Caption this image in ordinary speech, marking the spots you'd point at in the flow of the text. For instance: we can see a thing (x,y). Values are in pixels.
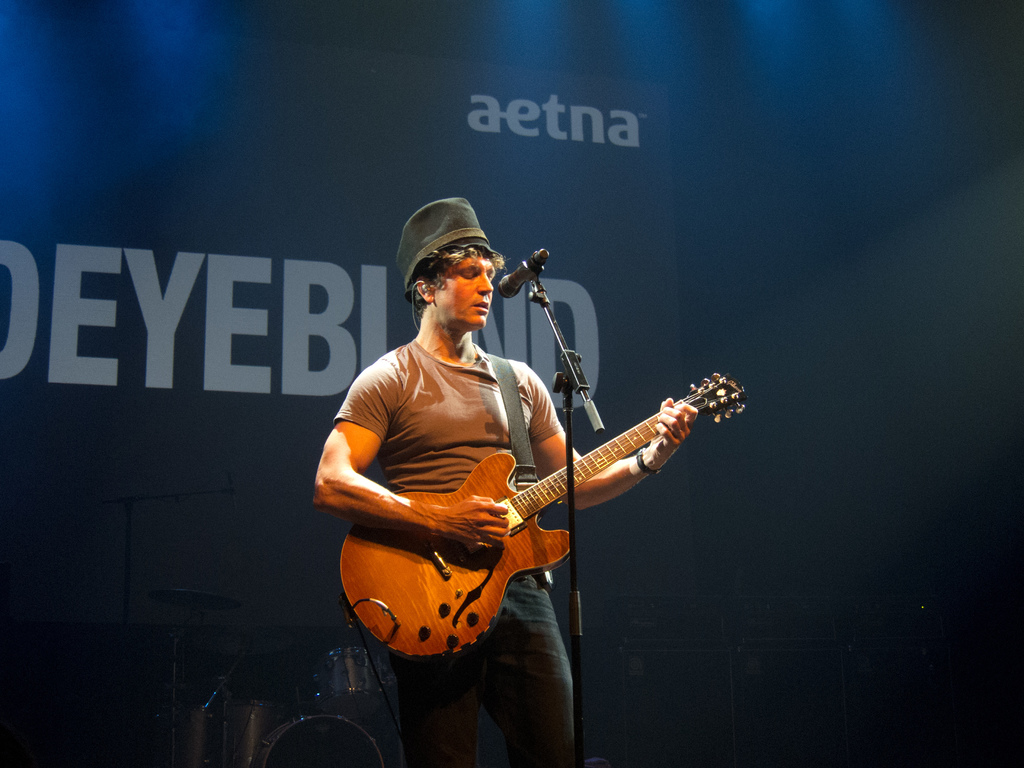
In this picture there is a person (556,432) in brown tee shirt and black pant (505,687) holding a guitar (397,538) and playing it in front of the mic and behind there is a blue poster (19,351).
